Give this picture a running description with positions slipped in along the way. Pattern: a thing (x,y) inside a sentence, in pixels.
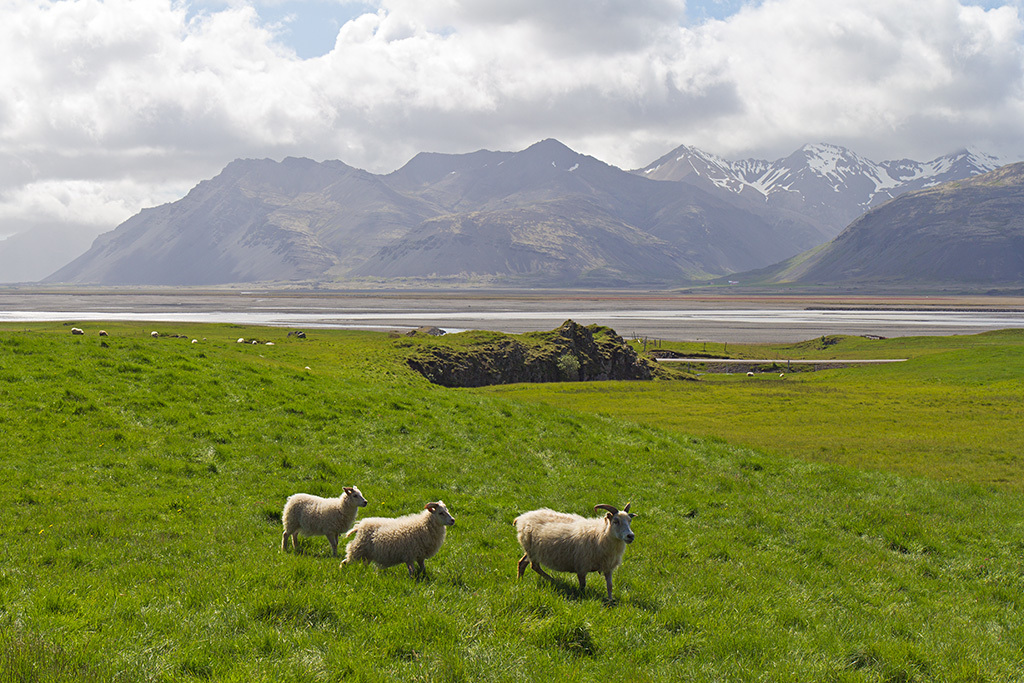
In this image we can see animals (577,548). At the bottom (357,613) there is grass (756,573). In the background (320,266) there are mountains (928,220) and sky (510,114).
